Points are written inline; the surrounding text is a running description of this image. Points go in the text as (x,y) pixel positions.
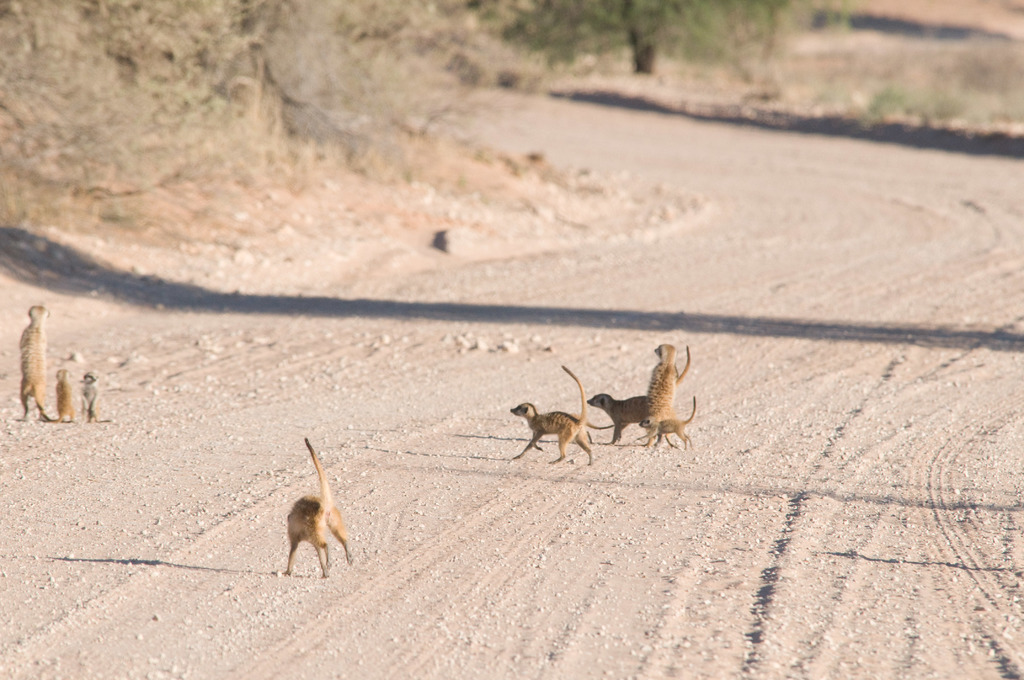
In this image in the center (617,410) there are some animals (302,503), and at the bottom (257,521) there is a walkway (692,288) and in the background (811,59) there are some trees (758,21) and some dry grass (174,130).
